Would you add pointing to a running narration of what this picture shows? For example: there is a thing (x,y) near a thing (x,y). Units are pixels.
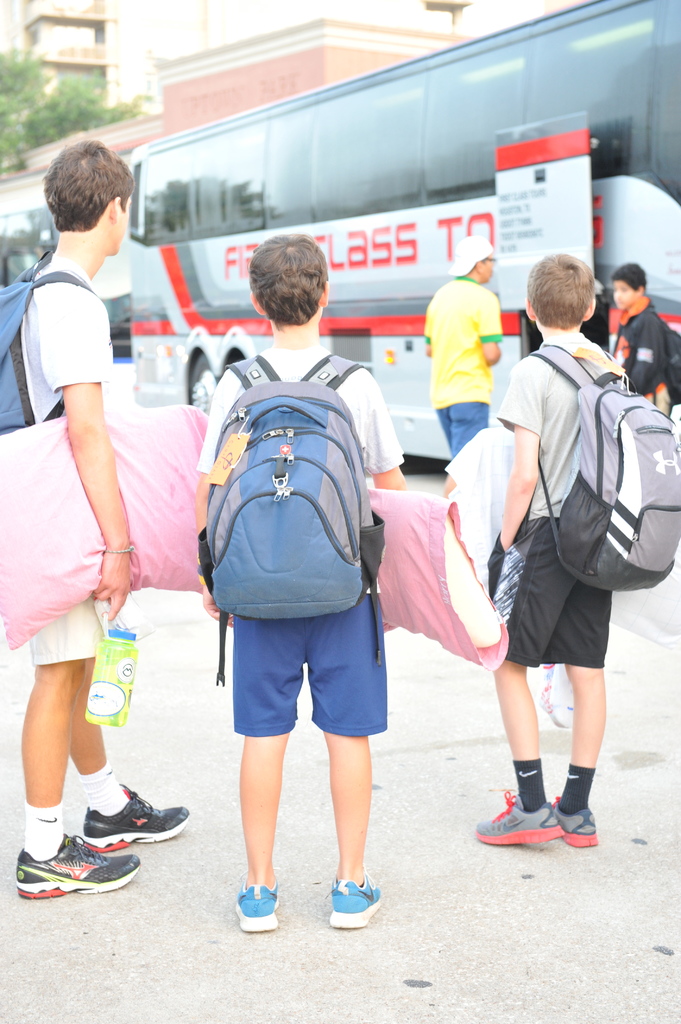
In this image I can see group of people (531,525) standing, the person (392,468) in front (324,456) is wearing white shirt (363,423), blue short (349,611) and blue color bag (262,524) and holding some object (433,632) which is in pink and white color. Background (458,160) I can see a vehicle (463,174) in gray and red color, few buildings (324,36) in pink and gray color, trees (63,118) in green color and the sky (136,20) is in white color.
